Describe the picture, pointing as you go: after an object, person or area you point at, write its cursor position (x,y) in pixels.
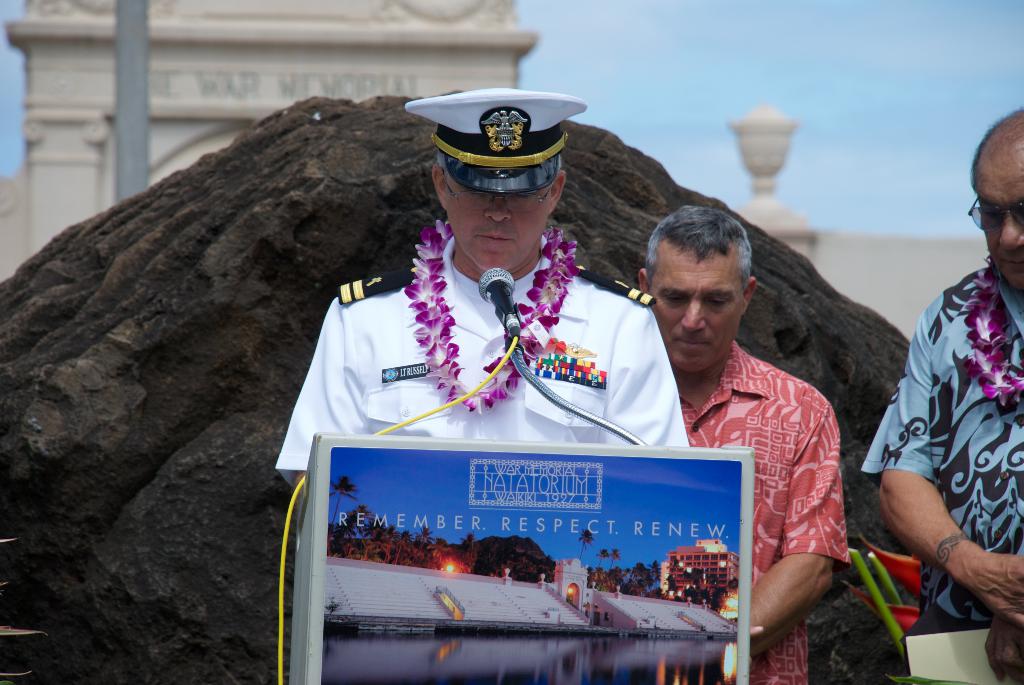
In this image in the center (419,346) there is one man (429,401) who is wearing a uniform (479,154), and there is a podium (531,488) and mike (512,352) and he is wearing a garland (553,304). And beside him there are two persons (947,385) standing, and there are some objects (907,576). In the Background (151,528) there is a rock (309,190), building (91,76), poles (144,94) and sky (643,64).
